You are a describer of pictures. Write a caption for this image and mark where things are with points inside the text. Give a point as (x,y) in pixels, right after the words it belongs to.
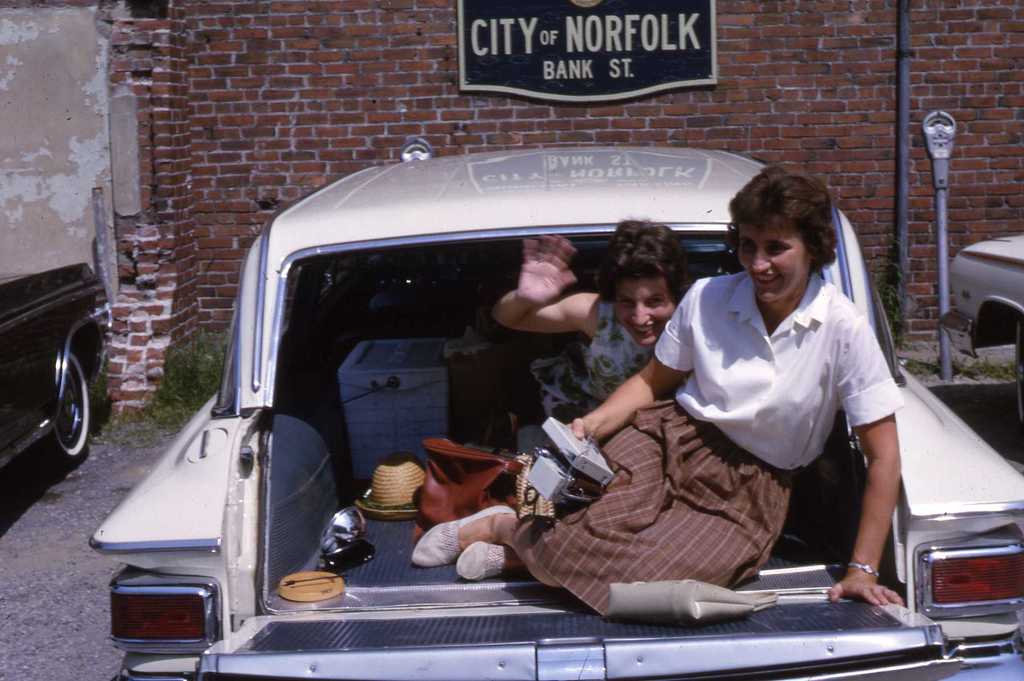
this picture shows two women (616,409) seated in the trunk (315,487) of a car (136,523) and we see a handbag (453,467) and hats (389,472) in it and we see a wall (209,112) and few cars (957,260) parked on the side.
